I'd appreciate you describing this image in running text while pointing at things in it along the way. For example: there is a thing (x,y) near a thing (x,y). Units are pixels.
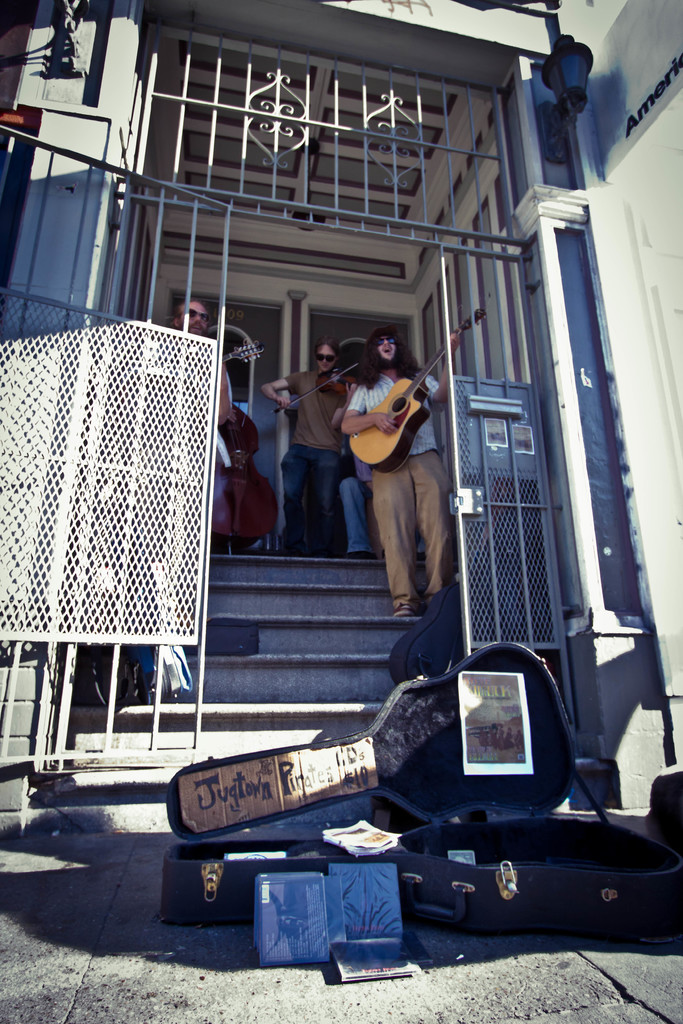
there is a black guitar box (481,865) which is open and kept on the floor (564,938) in front of a building (282,746). behind that there are stairs (316,601) of a building (319,572) on which 3 people (392,490) are standing. the person (434,496) at the right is playing guitar (402,451) and wearing goggles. the person (329,353) at the center (323,447) is playing violin (349,381). left to him there is a double bass (249,454). beside that, at the left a person (191,381) is standing holding a guitar (240,353). behind that there is a door (325,333). in the front (167,450) there is a steel door (94,479).
